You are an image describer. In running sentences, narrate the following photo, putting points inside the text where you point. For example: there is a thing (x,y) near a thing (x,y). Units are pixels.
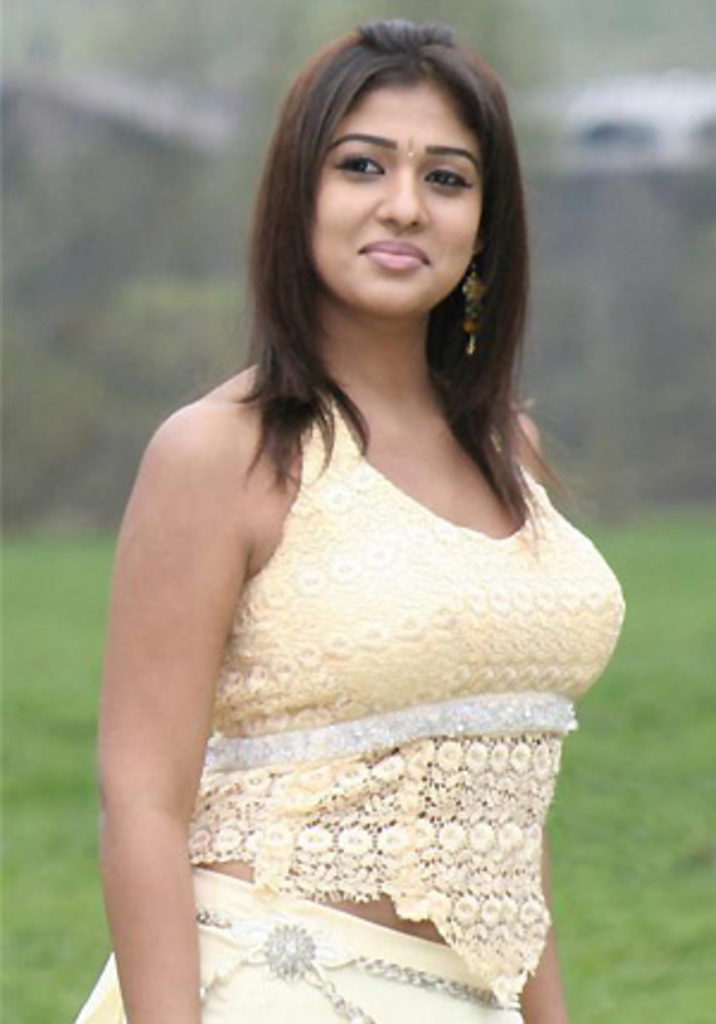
This image is taken outdoors. In this image the background (222,323) is a little blurred. There is a ground (51,886) with grass (629,694) on it. In the middle of the image (321,549) a woman (338,757) is standing and she is with a smiling face (414,296).
